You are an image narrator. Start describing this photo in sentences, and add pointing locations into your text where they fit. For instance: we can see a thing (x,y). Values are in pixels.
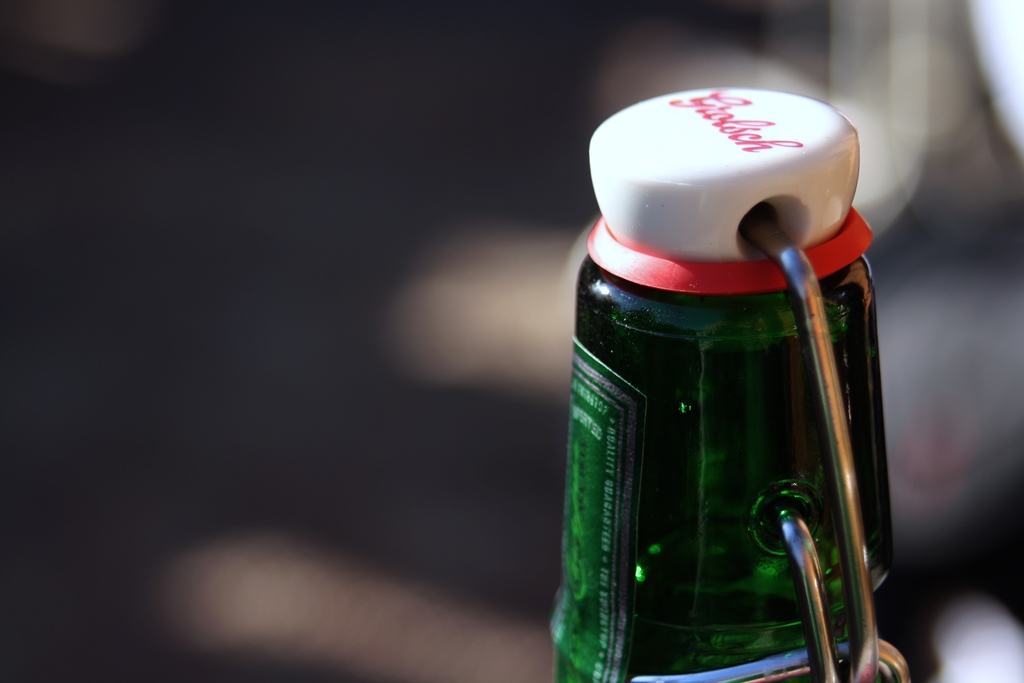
In the picture we can see a green color bottle (751,531) with a sticker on it and we can also see a cap (759,268) which is white in color with some red color writings (737,130) on it.
